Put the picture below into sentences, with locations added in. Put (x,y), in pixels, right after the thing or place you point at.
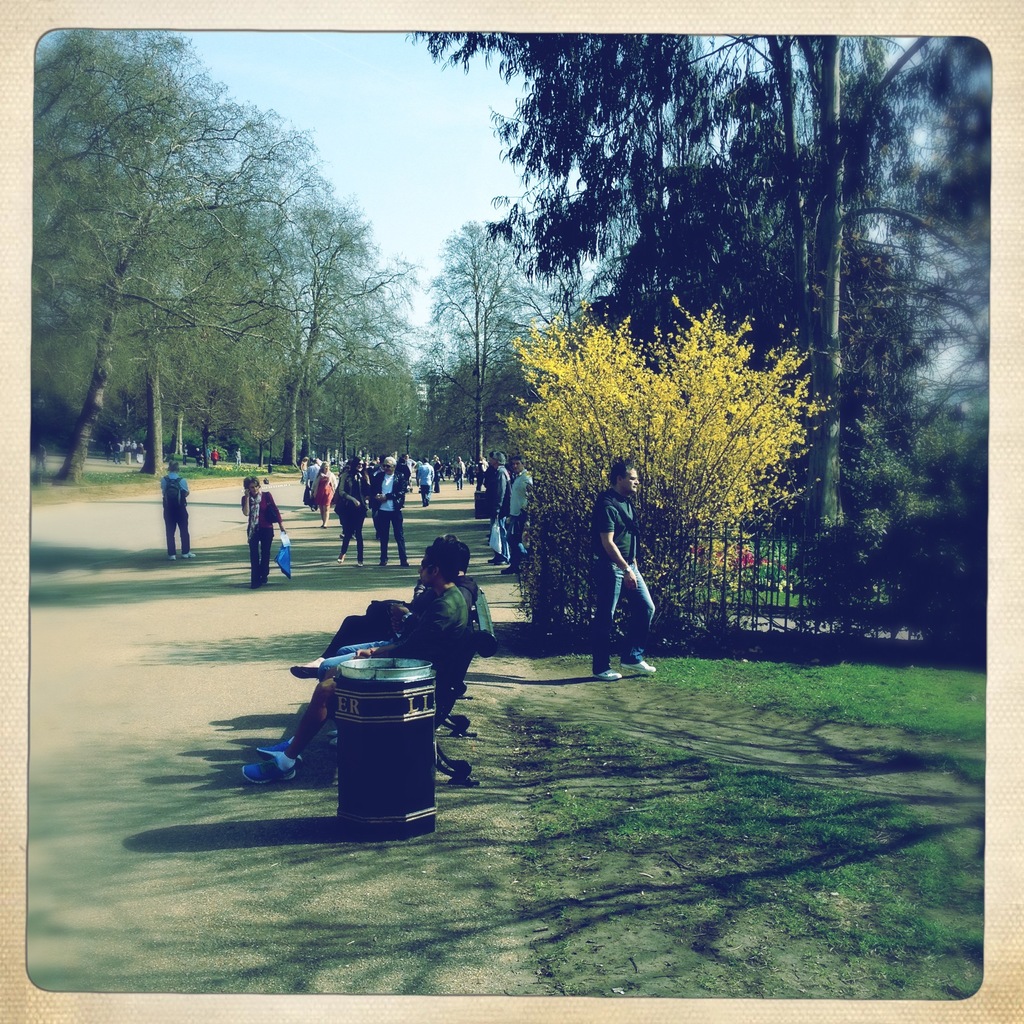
In this image we can see a photograph (609,802). In the photograph (464,641) there are people (391,517) standing on the road (338,552), people (447,589) sitting on the bench (436,680), bins (429,683), grills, trees (483,414) and sky (424,214).
